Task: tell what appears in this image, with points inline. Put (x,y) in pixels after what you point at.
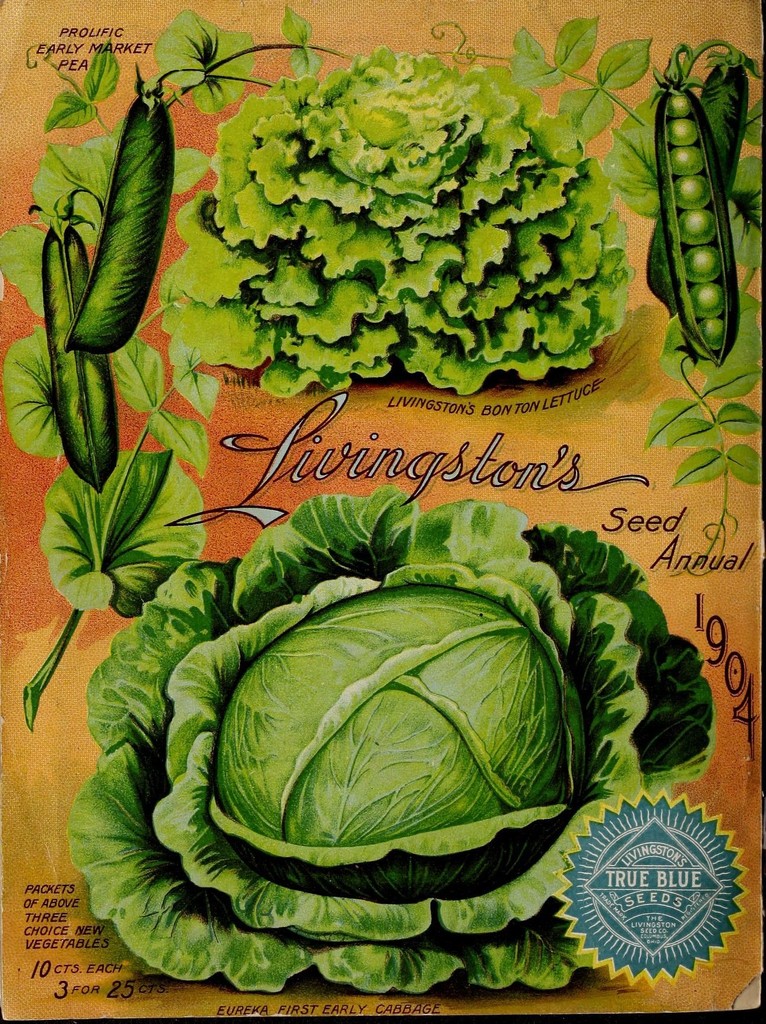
In the image we can see a poster (302,414) and in the poster (281,284) there are pictures (311,305) of vegetables (394,604) and there is even a text (546,479).
